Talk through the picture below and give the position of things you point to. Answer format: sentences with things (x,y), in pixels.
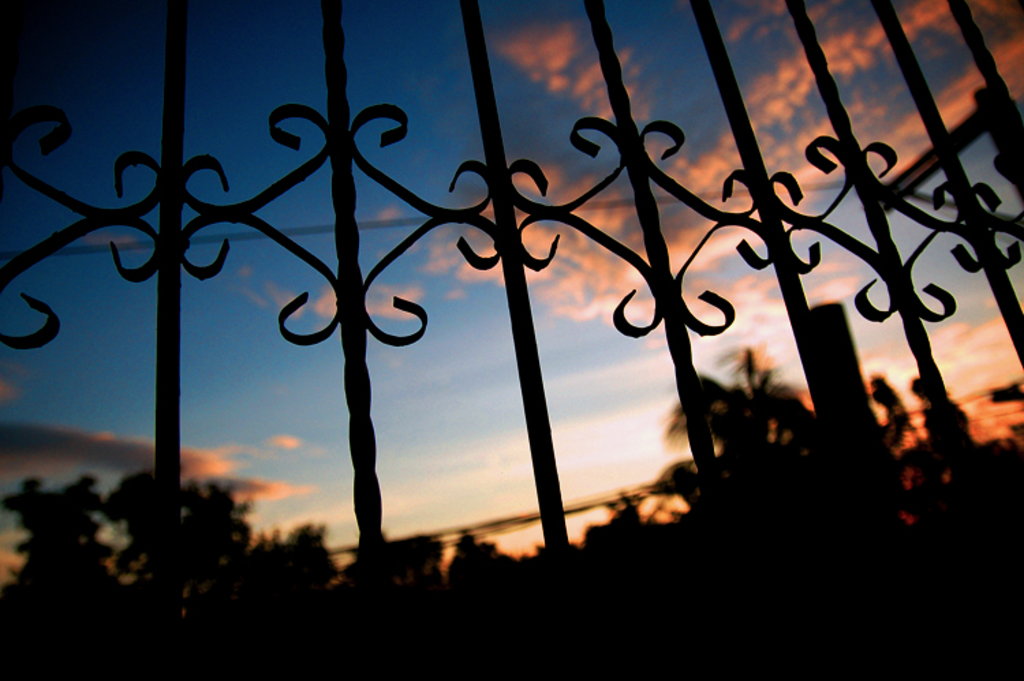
In this image in the front (841,514) there is a gate (370,326). Behind the gate (173,543) there are trees (767,456) and the sky (591,279) is cloudy.
